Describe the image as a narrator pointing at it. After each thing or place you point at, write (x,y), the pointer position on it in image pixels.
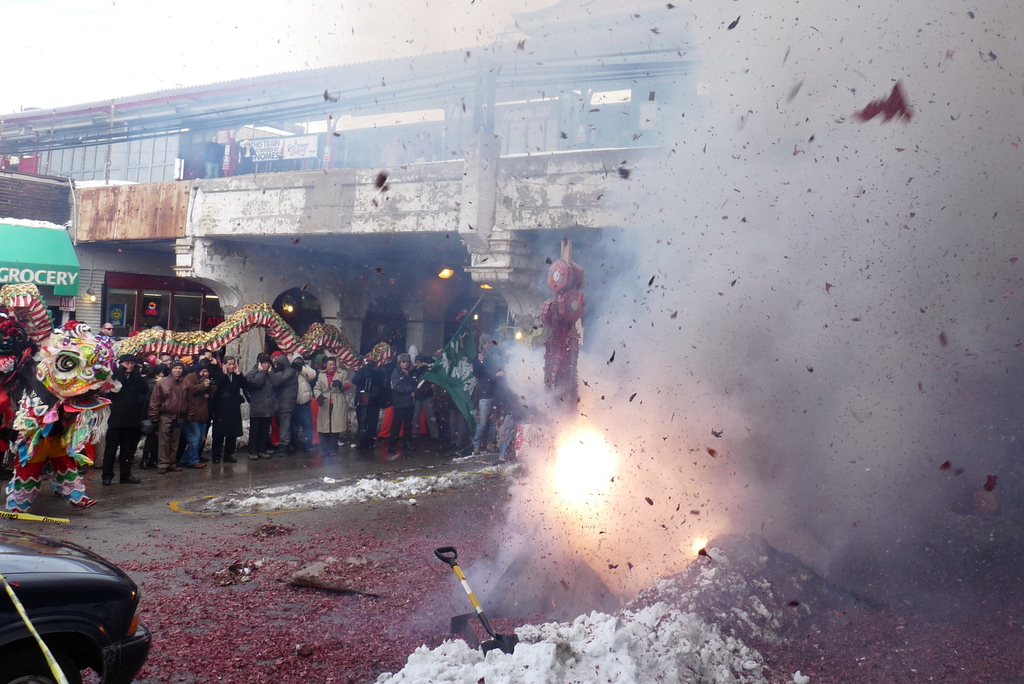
In this image there are people (371,416) standing with a dragon (157,338), there is car (41,597) on a road (154,496), on the right side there are crackers (586,490), in the background (227,244) there is a bridge (346,238).
